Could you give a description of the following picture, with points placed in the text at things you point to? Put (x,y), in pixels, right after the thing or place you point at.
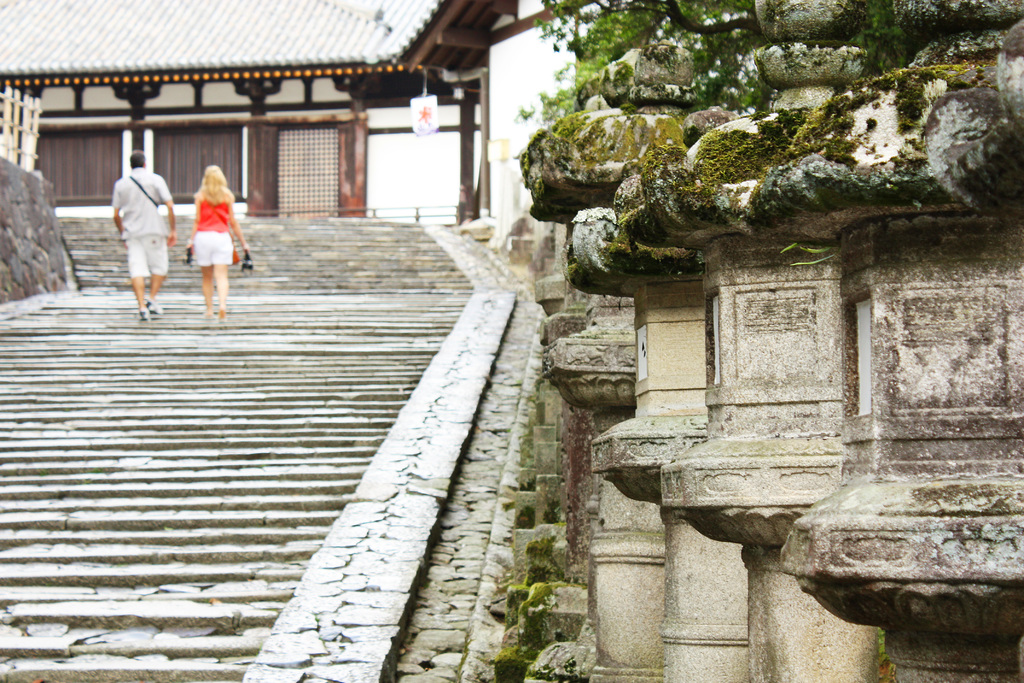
On the left side (199,231), there are two persons (202,184) walking on the steps (145,358). On the right side (869,477), there are pillars (728,233). In the background (462,29), there is a building (447,28) having roof (292,19) and there is a fencing (4,131) on the wall (9,187).
